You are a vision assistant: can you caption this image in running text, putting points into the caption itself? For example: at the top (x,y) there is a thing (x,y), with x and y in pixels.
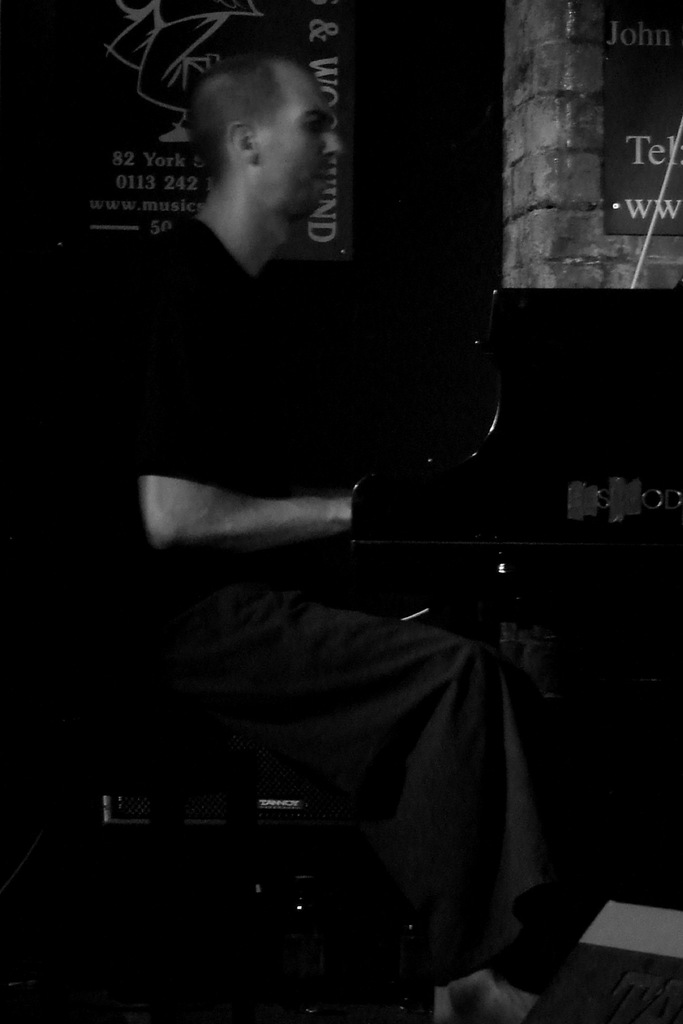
This picture is dark, there is a man (233,574) sitting. Background we can see boards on the wall (502,223).
